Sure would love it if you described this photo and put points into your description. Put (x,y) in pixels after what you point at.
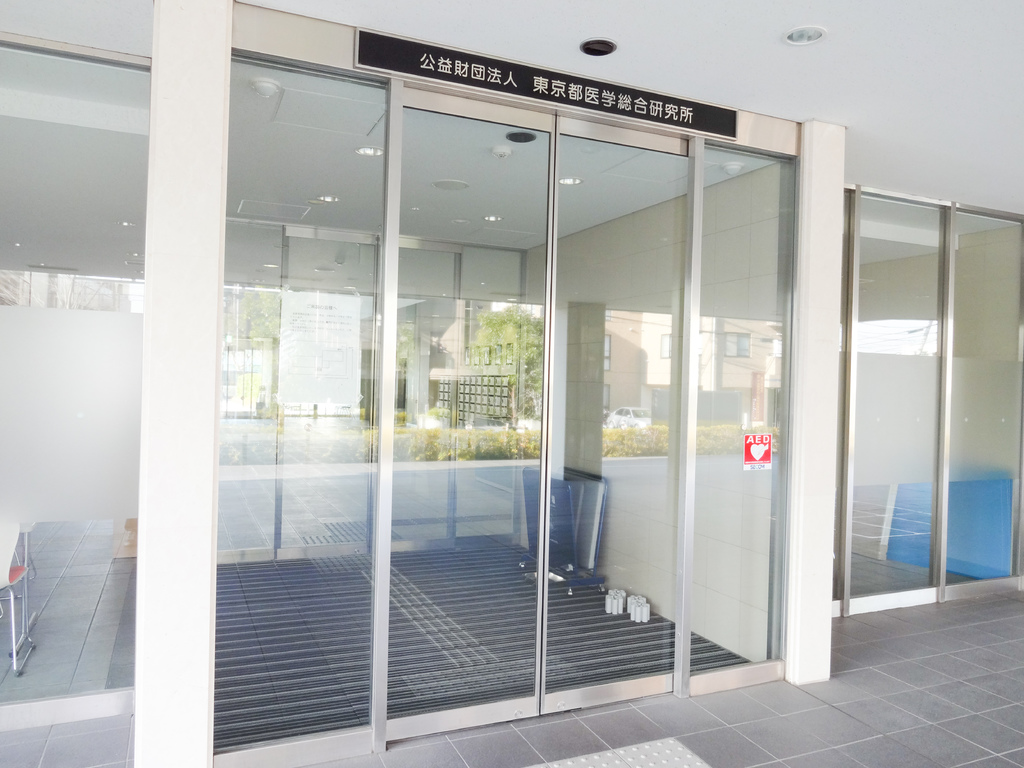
This is an entrance (273,268) of a room (440,215) and here we can see glass doors (497,396), boards (605,106) and through the glass door (428,355) we can see trees (523,349), building (627,362) and some objects (592,507). At the top (600,28), there is roof (687,42) and we can see some lights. At the bottom (755,720), there is floor (762,716).
